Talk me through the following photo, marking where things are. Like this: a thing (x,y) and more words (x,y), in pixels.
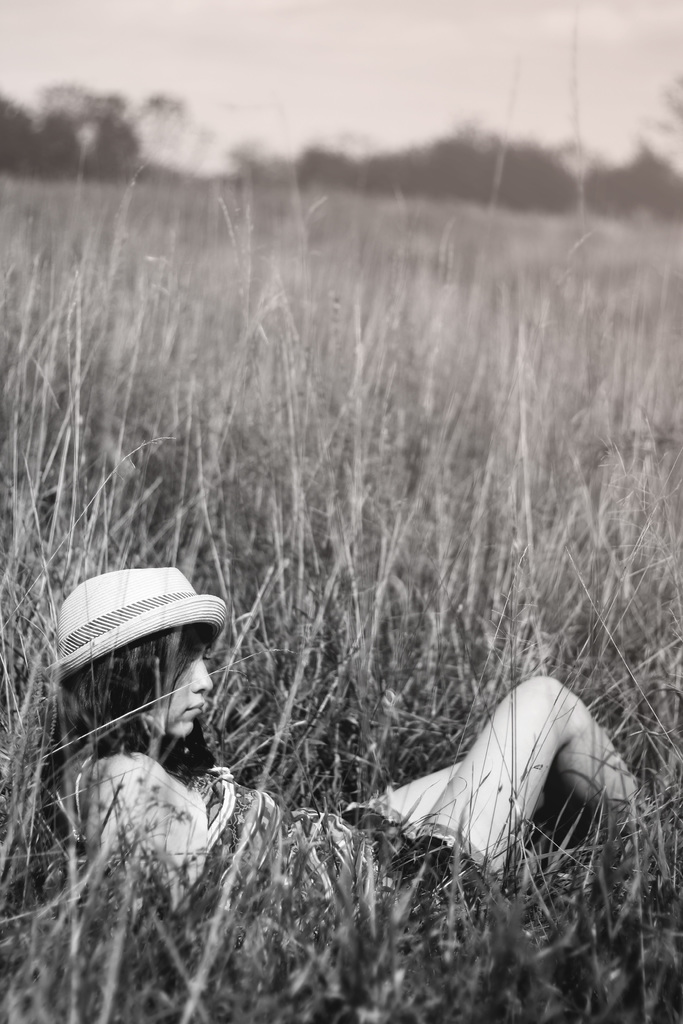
This a black and white picture. In this image, we can see a woman (303,834) is lying on the plants (257,617) and wearing a hat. At the top of the image (212,160), we can see the blur view, trees (259,171) and sky (393,79).
